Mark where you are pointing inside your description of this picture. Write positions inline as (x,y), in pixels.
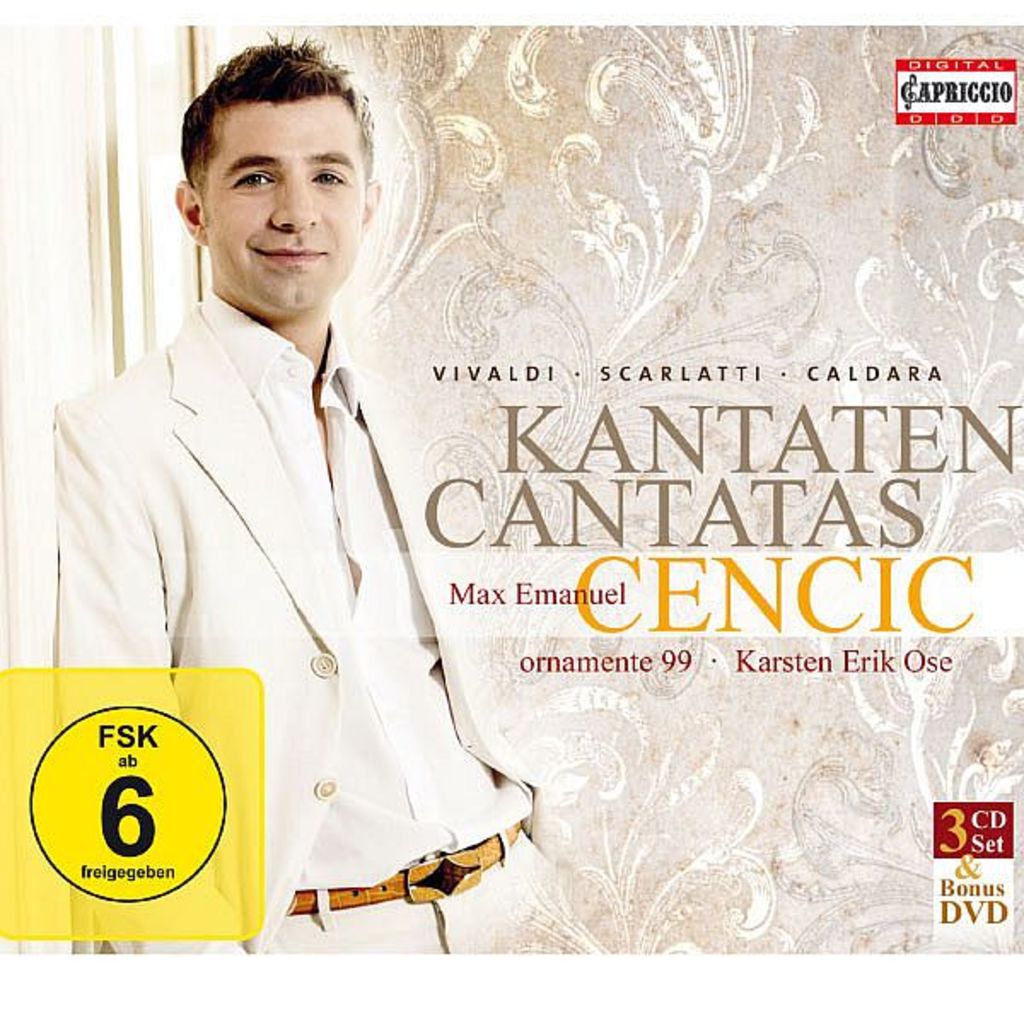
In this image I can see a person (346,521) wearing white shirt (307,410), white jacket (220,461) and white pant (387,914) is standing and smiling. In the background (713,108) I can see the wall (671,225) which is designed and I can see few words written on the image.
